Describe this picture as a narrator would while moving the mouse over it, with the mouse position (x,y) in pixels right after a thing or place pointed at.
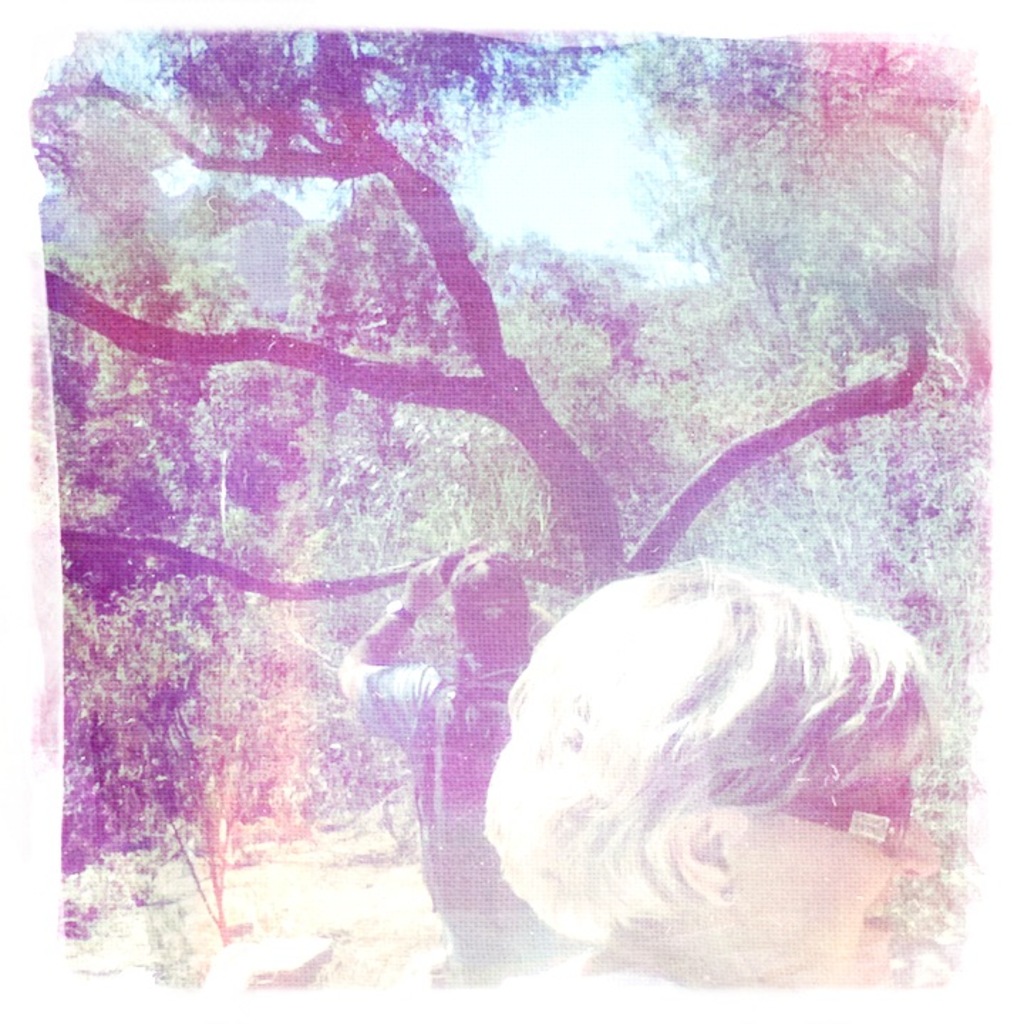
In this image there is a woman (744,881) in the middle (651,638) who is having the spectacles (877,810). In the background (482,695) there is a man (443,723) who is taking the pictures of the trees (395,471) with the camera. At the bottom (264,957) there is a stone (280,957). At the top (564,194) there is the sky (565,192).
